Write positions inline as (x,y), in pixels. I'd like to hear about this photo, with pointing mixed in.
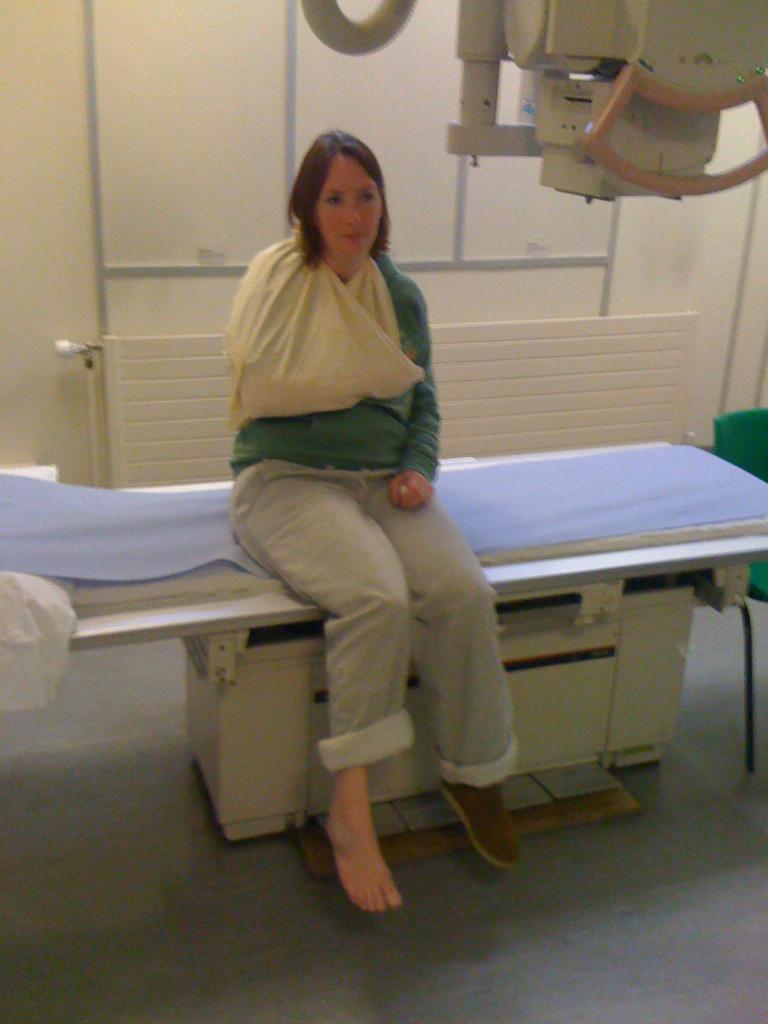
In the foreground (146,590) I can see a woman (359,657) is sitting on a bed (228,707). In the background (484,48) I can see a wall (211,223), radiator (522,398), chair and a machine (476,40). This image is taken may be in a room (61,838).
